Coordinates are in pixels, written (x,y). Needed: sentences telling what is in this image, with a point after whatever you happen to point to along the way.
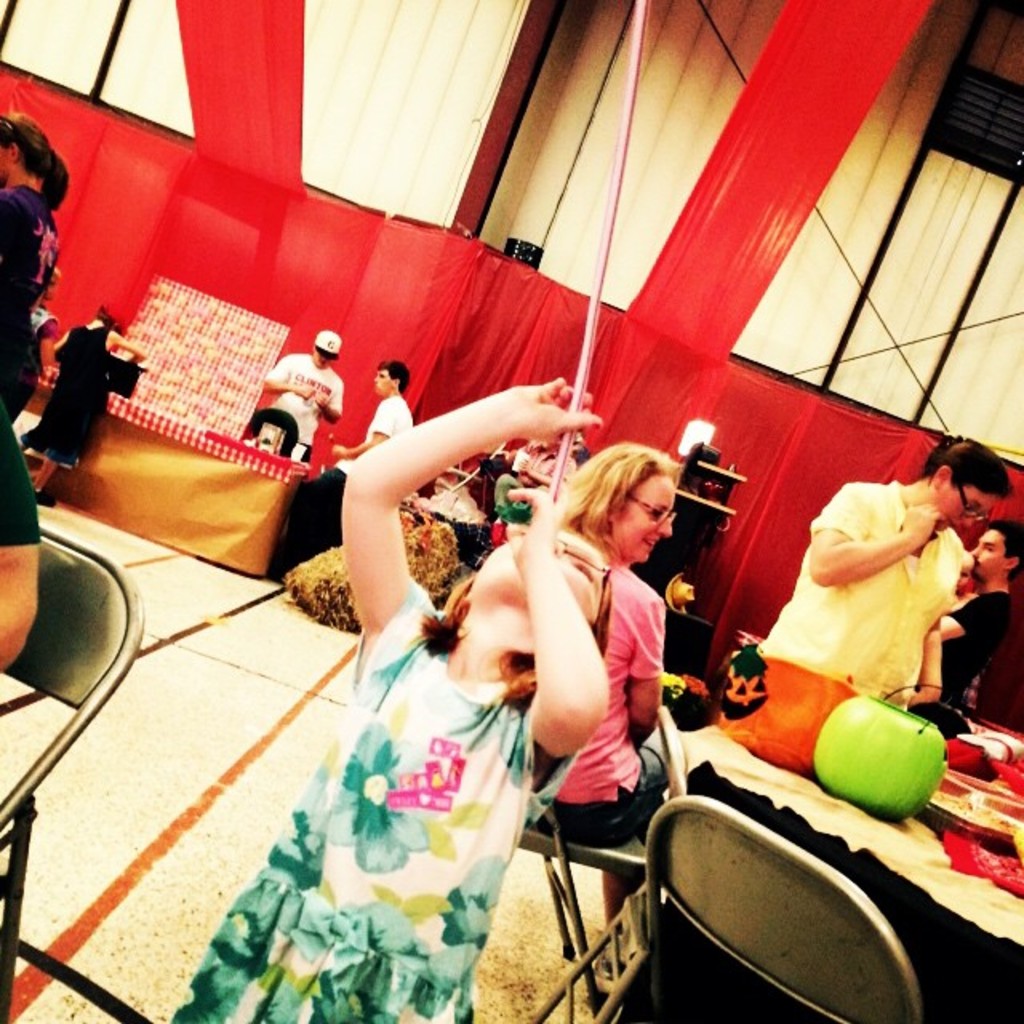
In the image there are few persons (627,740) sitting and standing around table (963,896) with pumpkins (820,763) on it, in the back (546,284) there is red color wall (357,287) with few persons (311,431) standing in front of it.
